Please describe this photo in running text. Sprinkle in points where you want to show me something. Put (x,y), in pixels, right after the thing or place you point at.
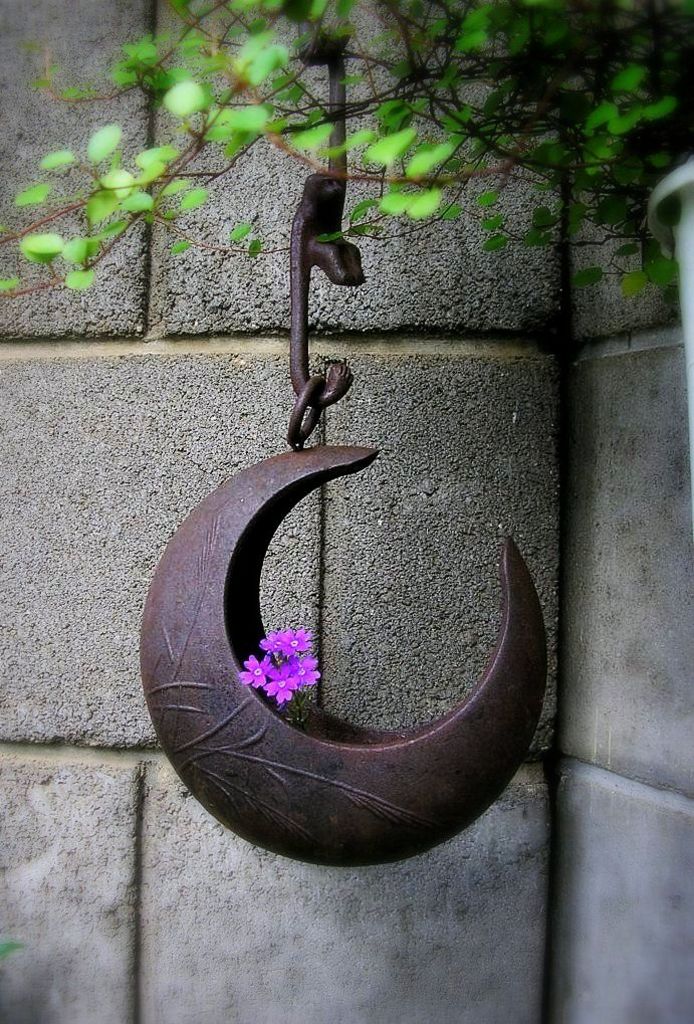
In this picture we can see an iron object (518,671), here we can see flowers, leaves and we can see a wall (472,268) in the background (472,333).
